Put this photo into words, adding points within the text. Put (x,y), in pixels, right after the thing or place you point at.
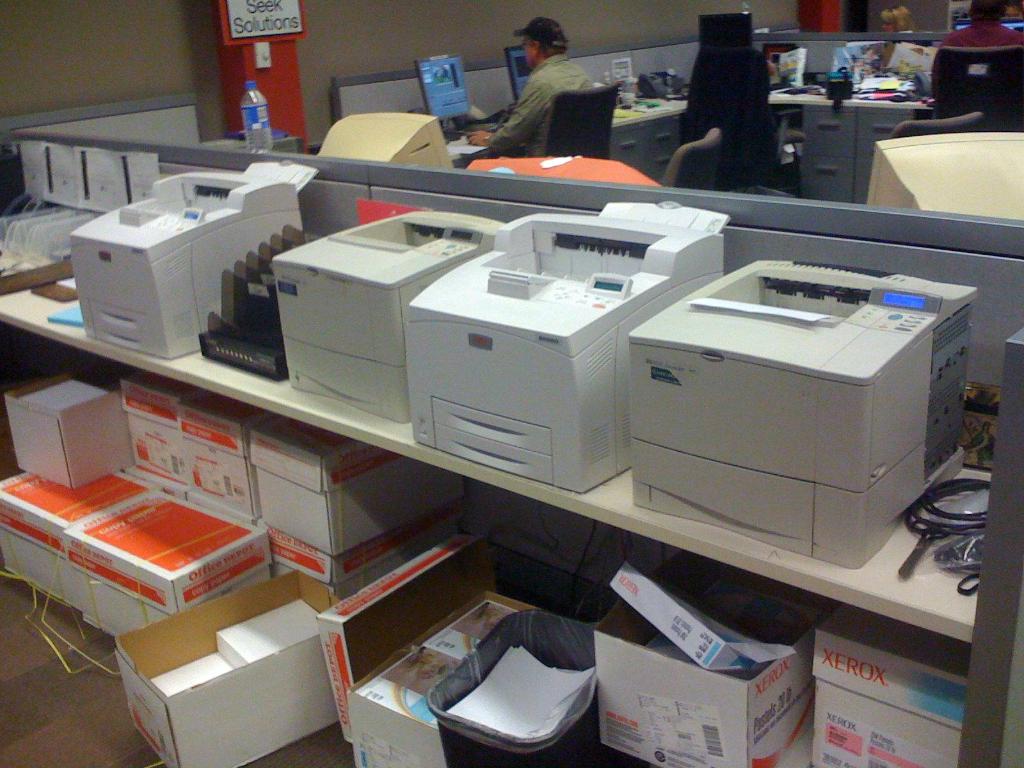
There are boxes (267,464) arranged on the floor (48,611). There are machines (340,338) and other objects (50,220) arranged on the table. In the background (545,36), there are persons (538,66) sitting on chairs (577,135) in front of a table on which, there are monitors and other objects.
